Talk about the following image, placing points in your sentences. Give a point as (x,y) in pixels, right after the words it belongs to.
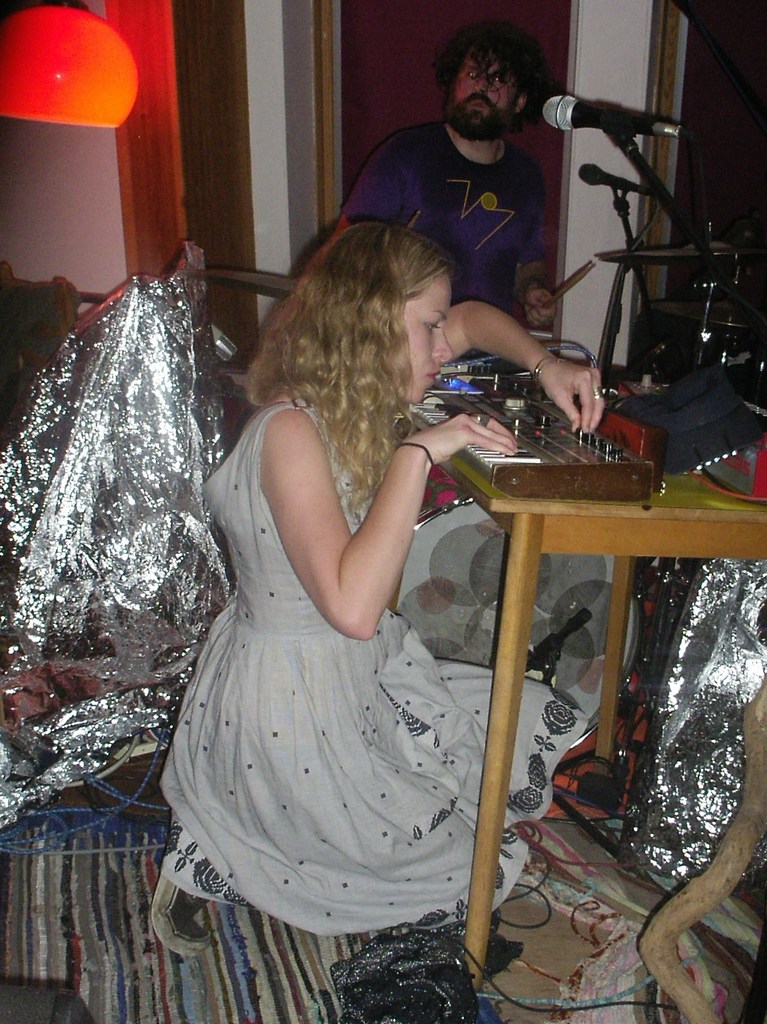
In this image I can see there are two persons (506,74) visible in front of the table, on the table (663,491) I can see a musical (478,395) instrument and I can see a silver papers (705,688) kept on the floor (60,870) on the left side (10,746) and I can see a light (81,79) visible on the left side (94,96) and I can see a mike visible on the right side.
